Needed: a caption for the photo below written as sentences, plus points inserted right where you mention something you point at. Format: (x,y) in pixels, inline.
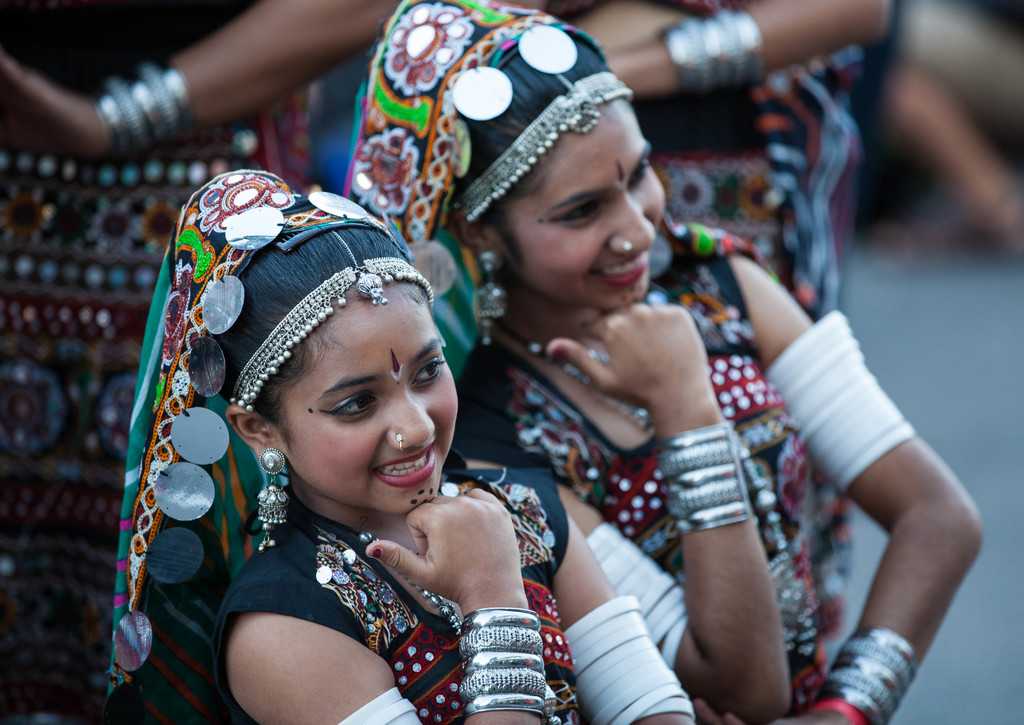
In this image I can see two people (514,458) standing and they are wearing different costume (501,436). I can see few white and steel bangles (508,640) and earrings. Background (13,18) is blurred.
